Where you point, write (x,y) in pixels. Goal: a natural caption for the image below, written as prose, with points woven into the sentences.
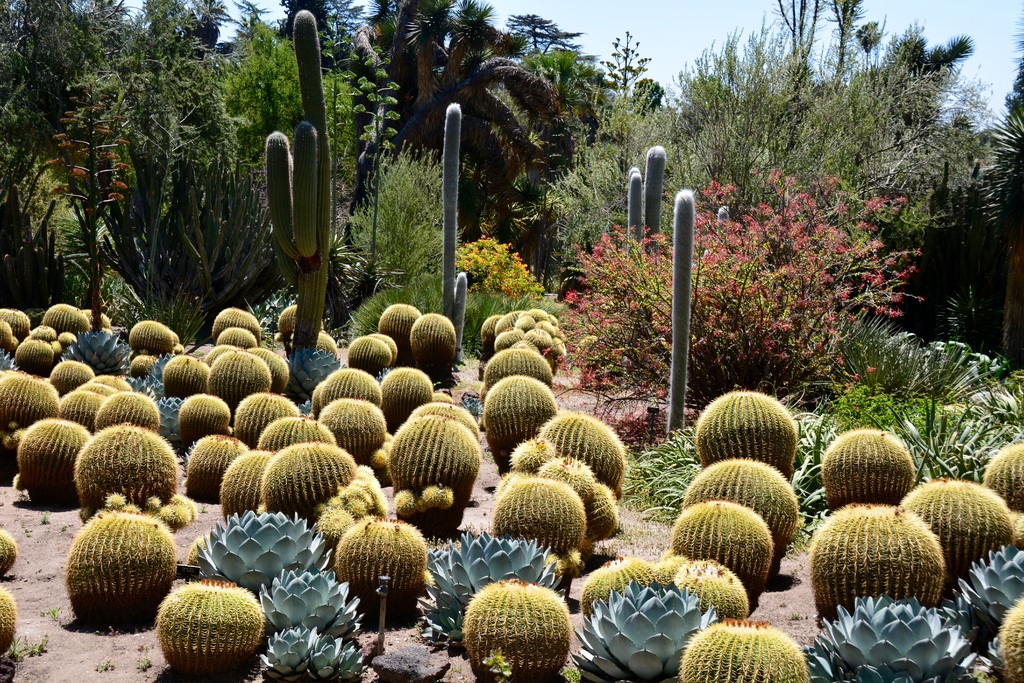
In this picture we can see desert plants (515,483) on the ground (473,505) and in the background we can see trees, sky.
